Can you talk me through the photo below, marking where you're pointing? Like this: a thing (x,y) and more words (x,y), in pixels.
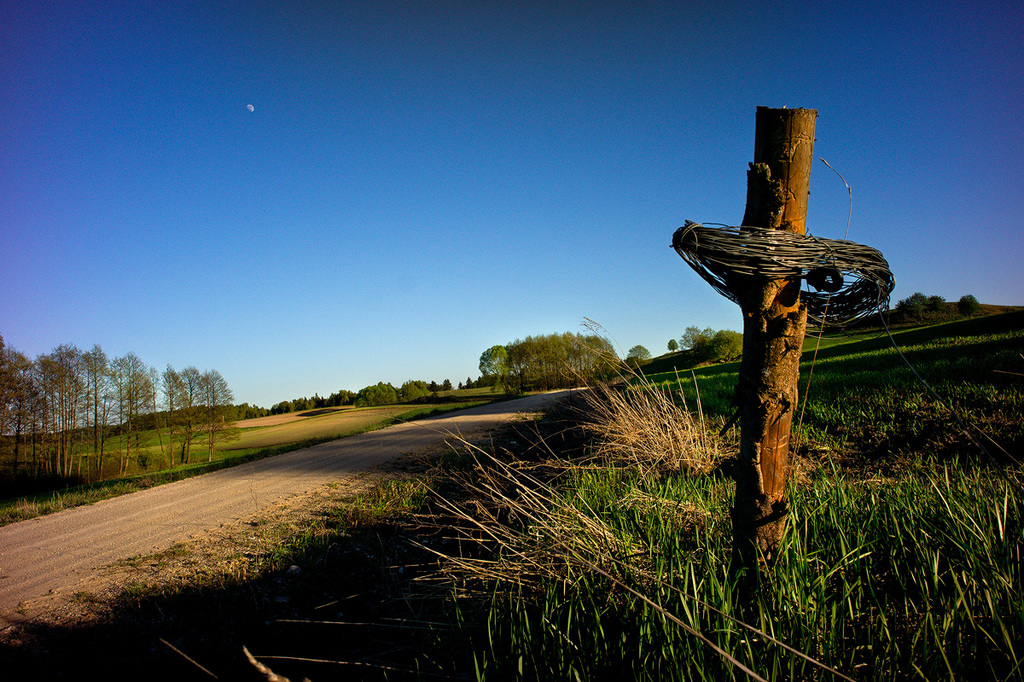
In this image I can see a wooden stick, background (474,309) I can see plants (692,412) and trees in green color and the sky (309,131) is in blue color.
